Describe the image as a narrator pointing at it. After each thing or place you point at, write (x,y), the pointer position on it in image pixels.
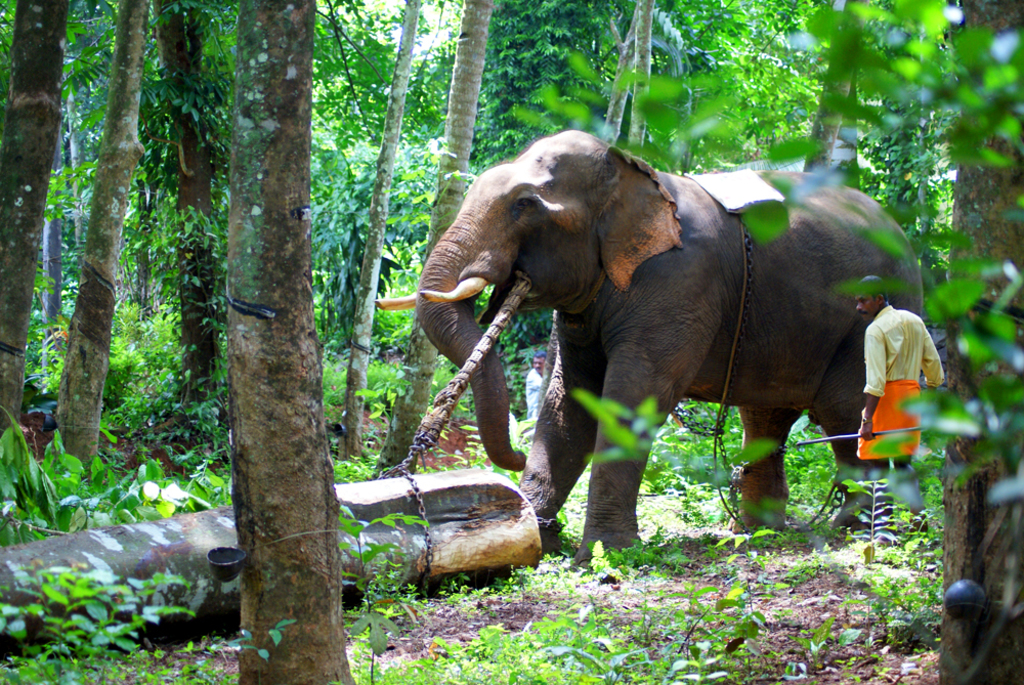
In this picture I can see an elephant (761,500) holding a stick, there are two person's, a person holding a stick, there is a tree trunk (448,504) with a chain (407,474), there are plants (133,509), and in the background (537,26) there are trees (710,164).
